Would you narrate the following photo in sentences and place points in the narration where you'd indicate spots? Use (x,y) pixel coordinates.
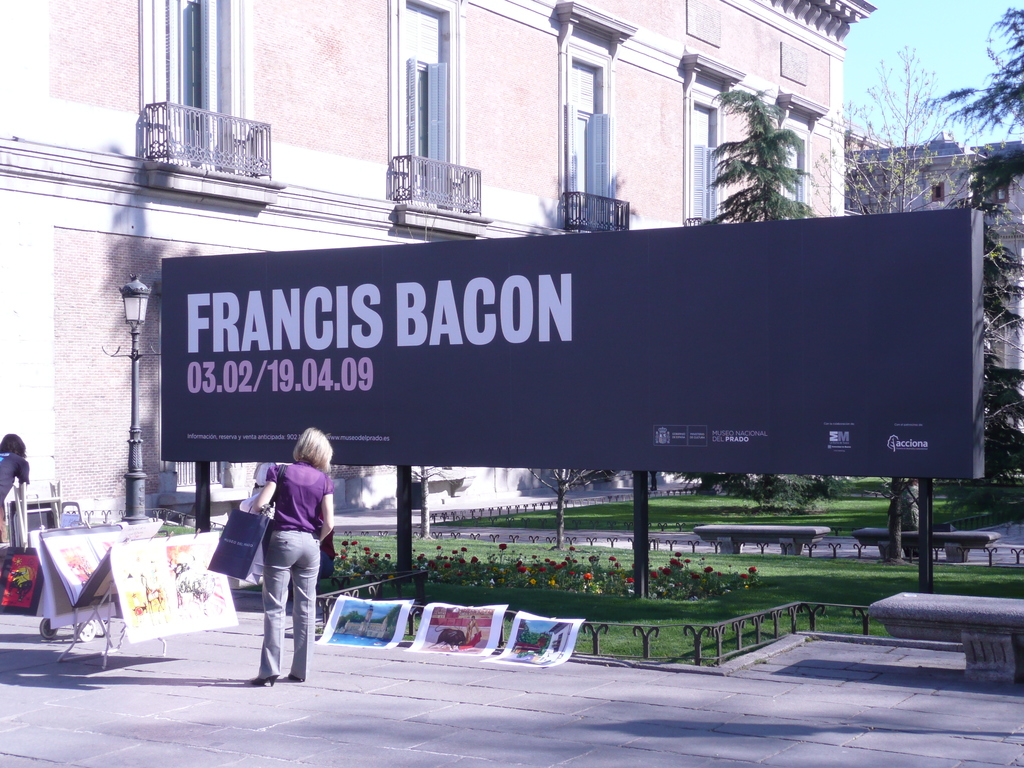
In this picture we can see a woman (277,594) holding a bag (231,561) and standing on the path (286,684). There are a few posts (356,630) on the path (298,689). We can see some flowers (702,581) and grass (793,566) on the ground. There are a few posts (135,548) and a person (0,506) is visible on the left side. We can see a street light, board (862,244) on the poles (409,509) and a few benches (956,599) on the path (816,554). There are a few buildings (418,32) and trees (989,338) are visible in the background (337,187).
